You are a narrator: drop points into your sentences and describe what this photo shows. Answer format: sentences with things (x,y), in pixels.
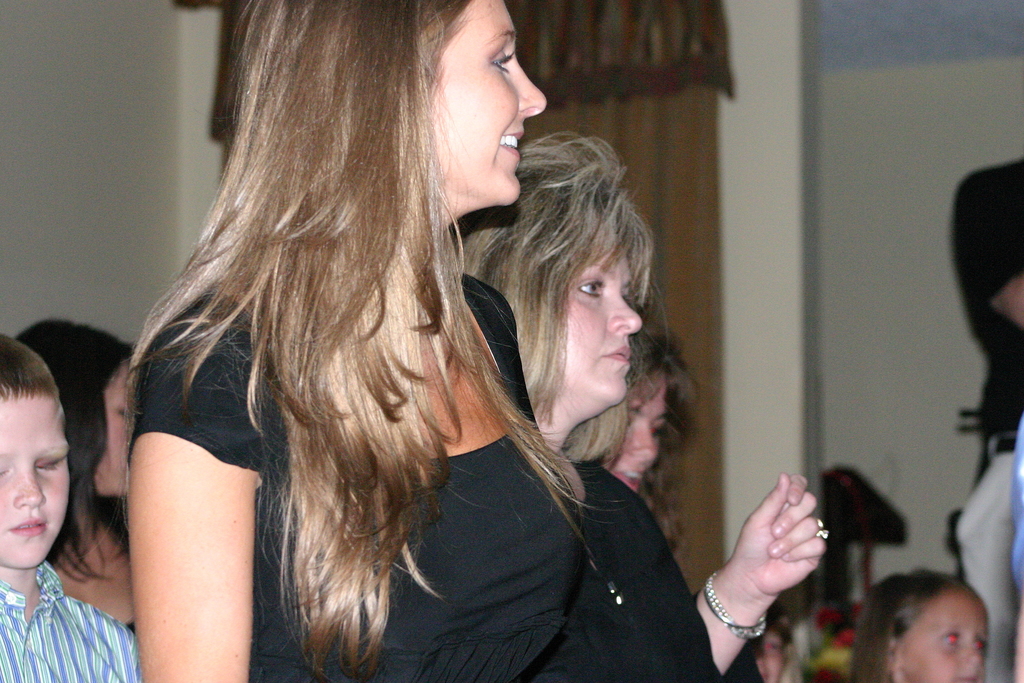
In this picture we can observe a woman (337,377) standing, wearing black color dress (485,493). She is smiling. In the background (584,357) there are some people (598,492). We can observe children (97,652) and women (634,487). There is a wall (125,191) and a brown color curtain (669,131) in the background (671,258).
